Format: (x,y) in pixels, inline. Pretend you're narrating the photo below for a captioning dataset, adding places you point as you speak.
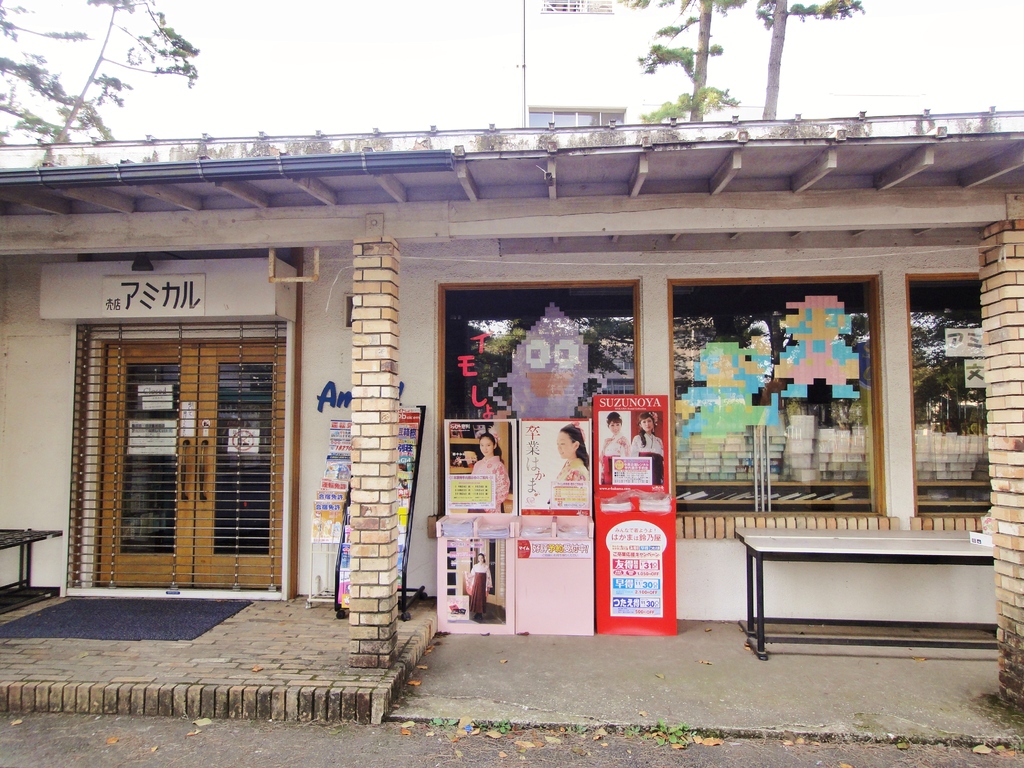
In the foreground of this picture (297,326), there is a shop (530,331) where there are posters (594,467) placed outside and there are few tables (816,532), glass windows (808,304), a door (233,515), door mat (161,621), few pillars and a road (383,746) is seen. On the top (183,50), there is a building (546,73) and few trees (170,61).
